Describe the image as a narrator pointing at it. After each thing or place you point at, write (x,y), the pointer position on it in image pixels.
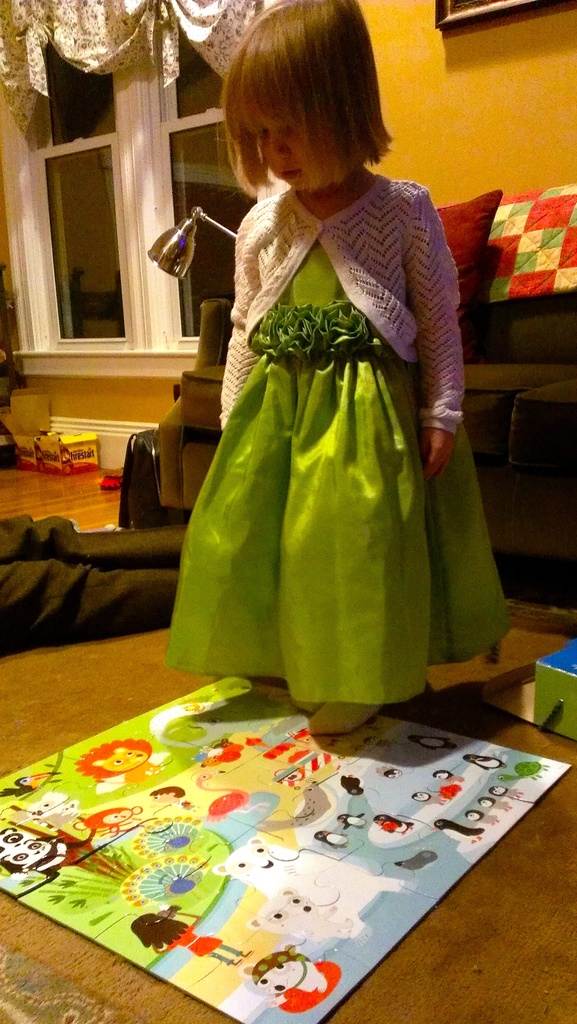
In this image we can see a child (326,625) standing on a puzzle (390,788) which is placed on the floor (425,930). On the backside (183,289) we can see a window (131,265) with a curtain (13,27), a photo frame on the wall (460,132) and a sofa (558,501) with the cushions (458,256) on it.
